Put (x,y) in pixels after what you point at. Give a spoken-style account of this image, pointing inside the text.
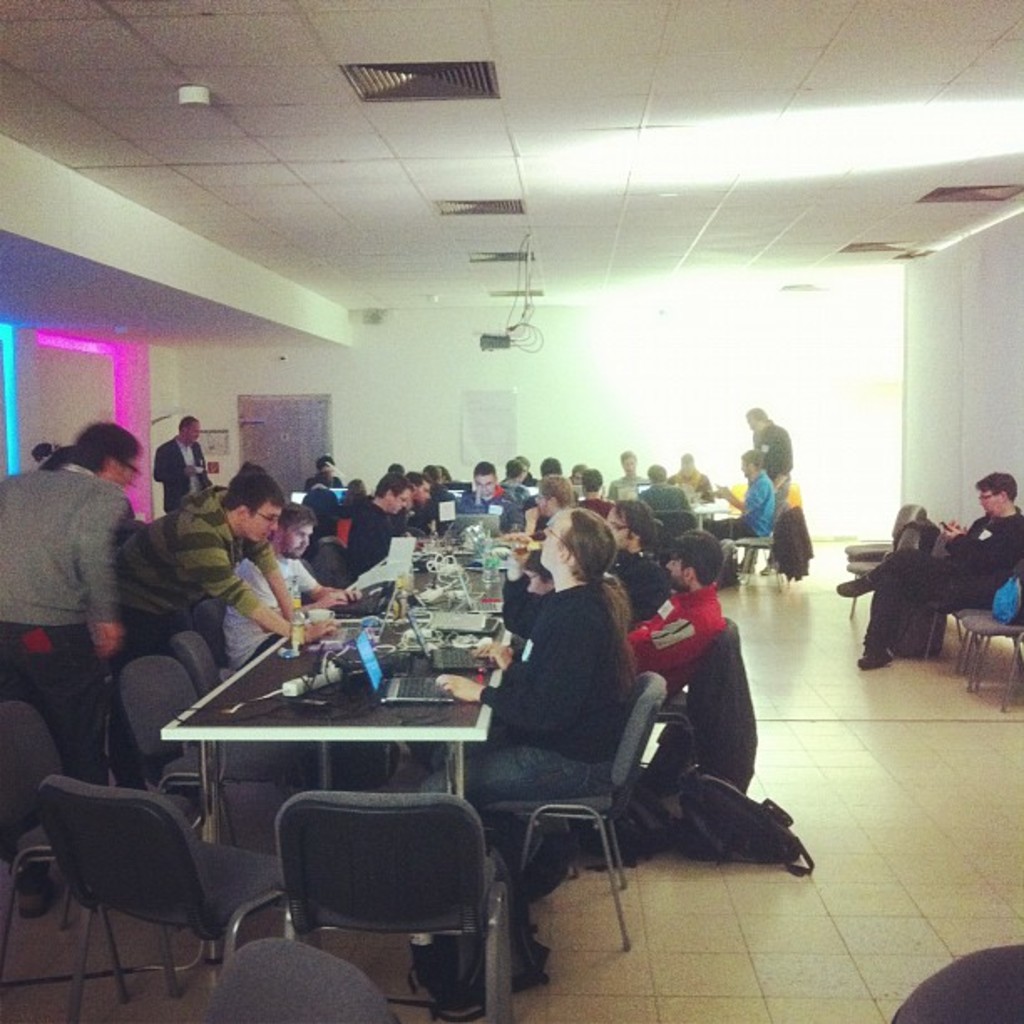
there are some people (612,643) sitting in the chairs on the floor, in front of a table (247,682). Some of them was standing. In the right side (994,528), there is a man (919,578) sitting in the chair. On the table (356,711) there are some food items (487,535), laptops (440,649), glasses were there. In the background (698,381) there is a light (853,489) and a wall (372,403) here.
